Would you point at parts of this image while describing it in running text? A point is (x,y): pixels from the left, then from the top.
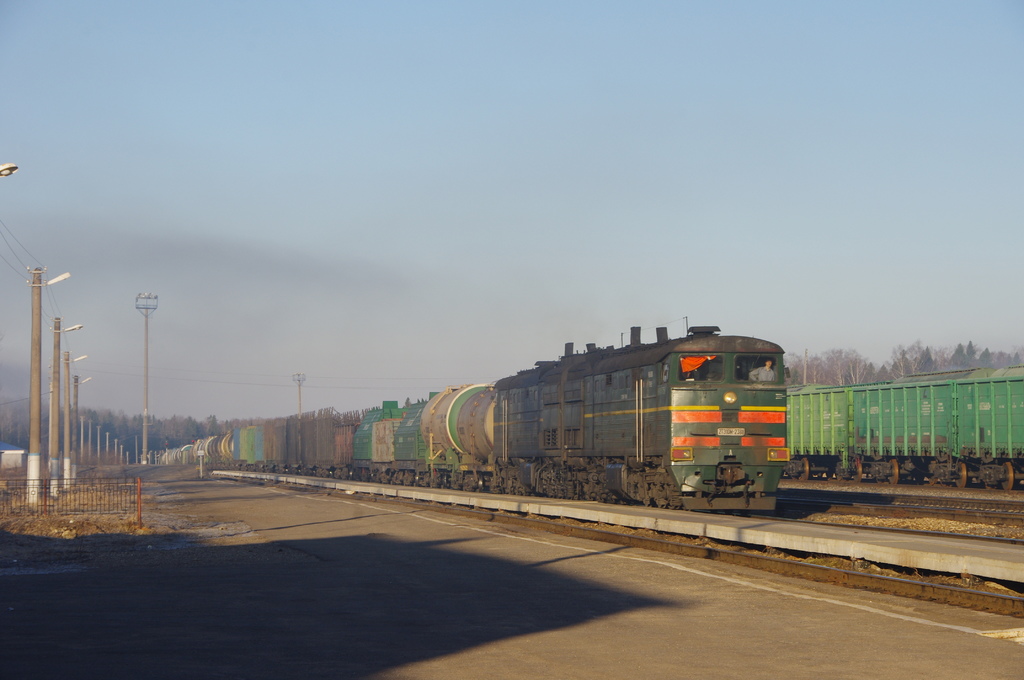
In the image I can see a train (672,469) on the train track (801,506) and around there are some poles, trees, plants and some other things (866,387).
